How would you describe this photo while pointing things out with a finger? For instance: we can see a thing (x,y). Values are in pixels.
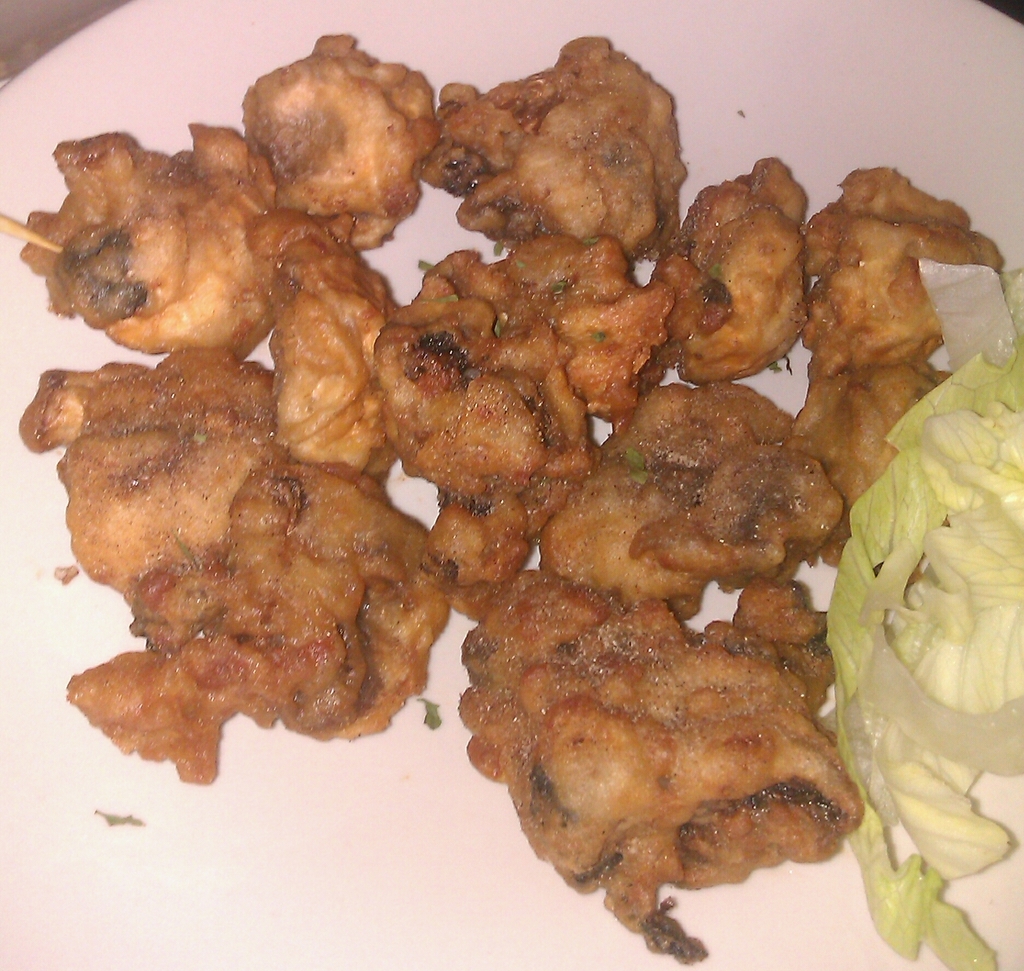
In the center of the image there are food items (524,318) in a plate (20,786).
